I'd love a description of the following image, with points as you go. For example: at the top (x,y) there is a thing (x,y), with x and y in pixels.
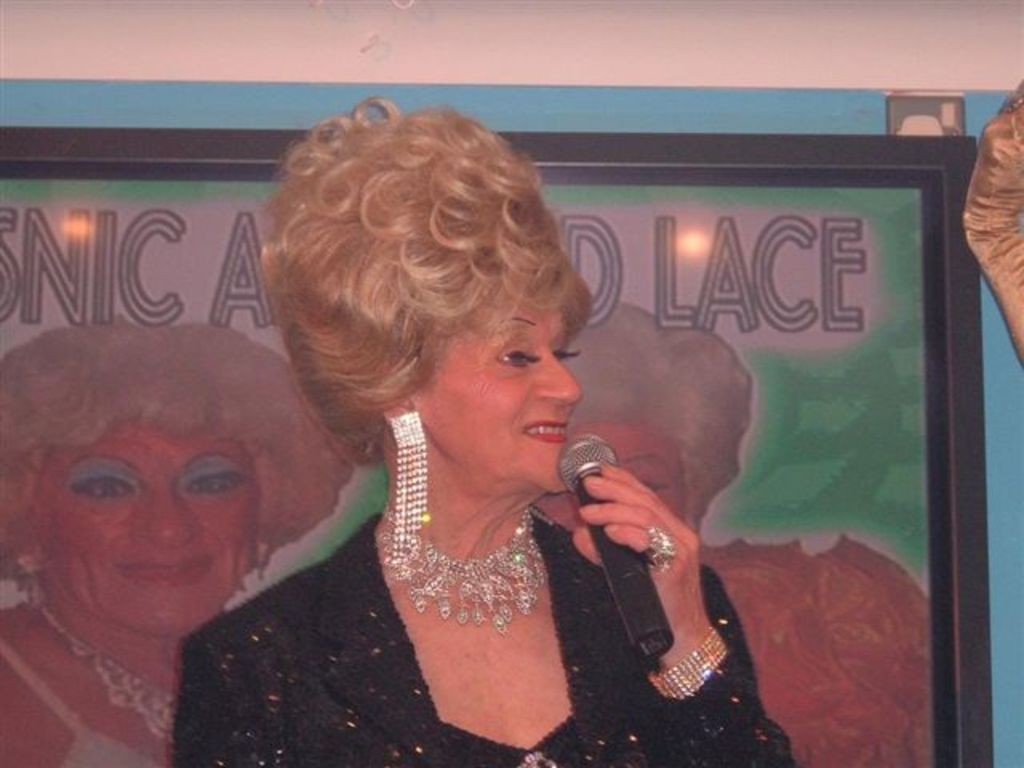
In this image i can see a woman (447,575) is holding a microphone (568,466) and smiling.
